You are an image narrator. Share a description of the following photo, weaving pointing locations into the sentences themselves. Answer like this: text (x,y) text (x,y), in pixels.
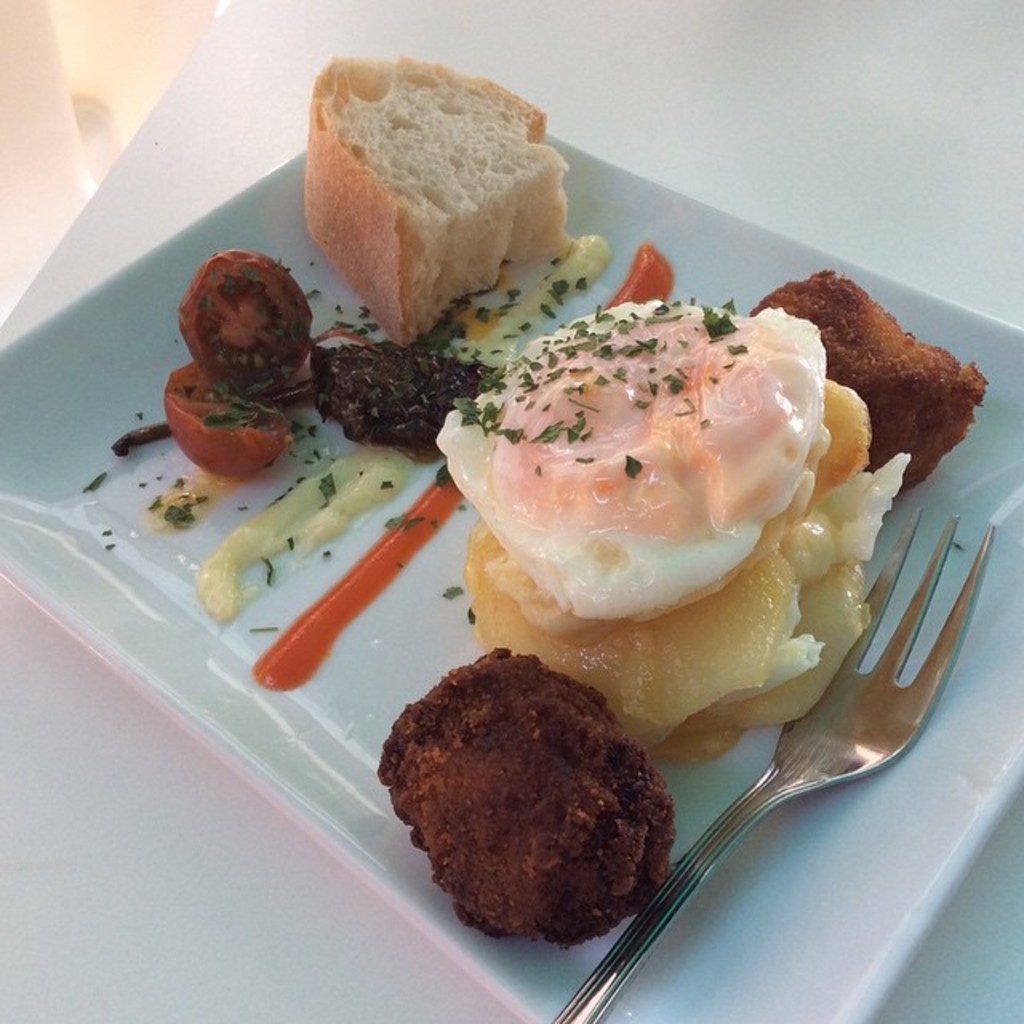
These are the food items (391,454) in a white color plate (296,602), there is a fork (690,893) in it.
